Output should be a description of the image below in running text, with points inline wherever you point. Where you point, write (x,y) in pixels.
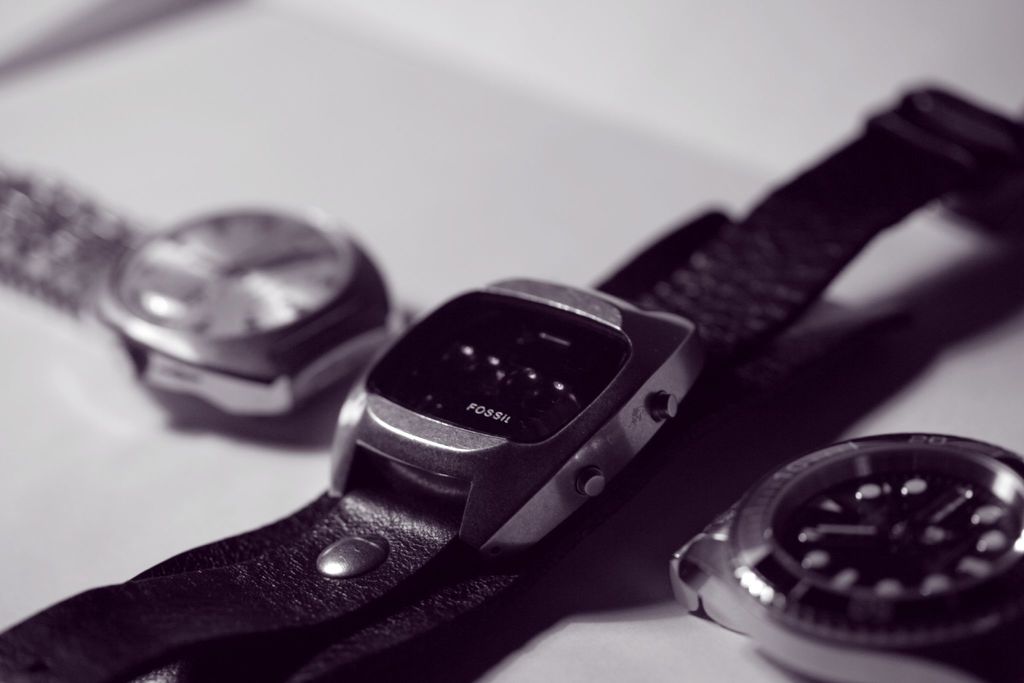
In this image there are three wrist watches (412,357) placed on the surface (592,204).
